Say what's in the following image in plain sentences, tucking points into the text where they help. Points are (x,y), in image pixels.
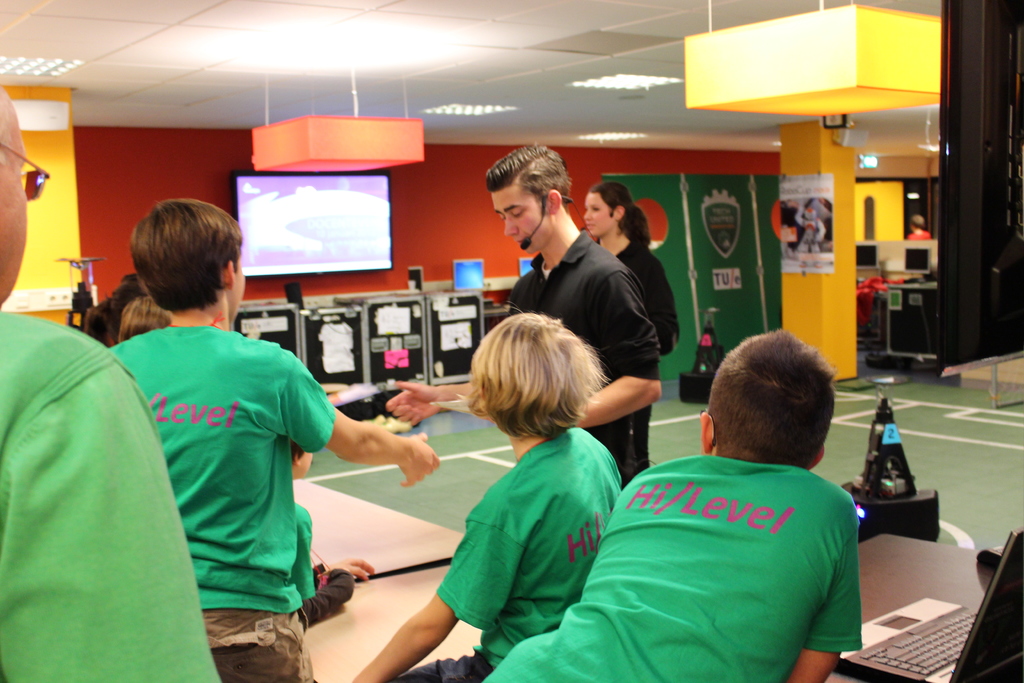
In this image we can see few persons (609,224) are standing and a person (549,462) among them is sitting on a table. In the background (454,280) there is a TV (384,192) on the wall (410,168), papers (343,365) attached to the boxes (318,332), board (797,187) on the pillar (819,197), objects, lights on the ceiling (192,3) and on the right side (936,602) there is a laptop (958,619) on a table (954,574).
